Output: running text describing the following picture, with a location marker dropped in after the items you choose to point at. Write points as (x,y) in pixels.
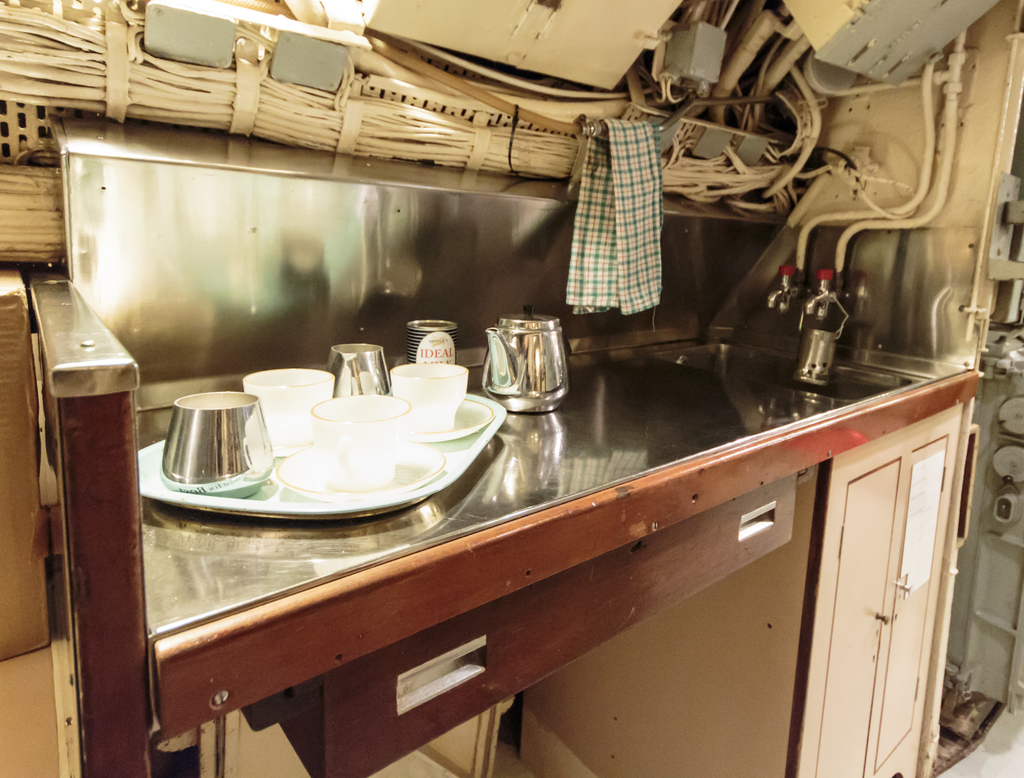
In the picture we can see a tray (238,497) on which we can see cups (351,434) and saucers (399,479) are placed, we can see kettle (521,382), sink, pipes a cloth (628,159), wooden cupboard (884,656), a few more objects (927,536) are seen in the picture.
